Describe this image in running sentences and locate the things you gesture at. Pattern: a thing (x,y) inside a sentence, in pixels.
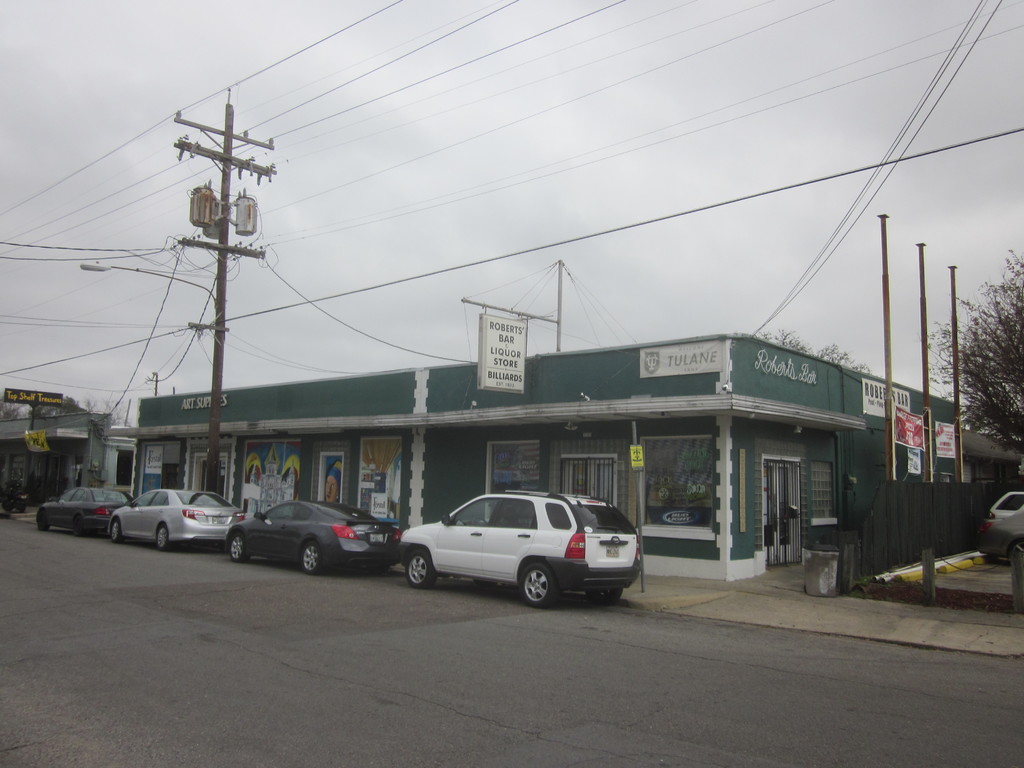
In this image, we can see some vehicles (586,548), buildings (577,462), poles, wires (646,18), trees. We can see the ground (748,709). We can also see some boards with text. We can see the sky (644,32).
